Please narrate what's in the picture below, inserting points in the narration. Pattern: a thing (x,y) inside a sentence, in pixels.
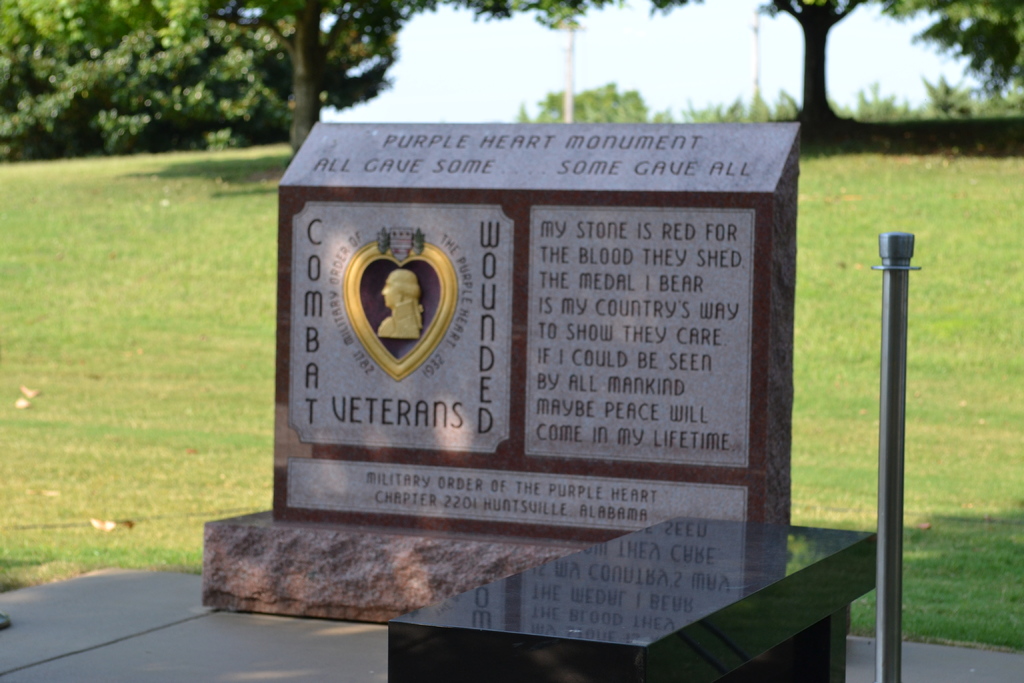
In this picture we can see a memorial (490,325), beside to the memorial (660,387) we can find a metal rod (888,562), in the background (841,315) we can see grass (857,291), few poles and trees (758,102).
